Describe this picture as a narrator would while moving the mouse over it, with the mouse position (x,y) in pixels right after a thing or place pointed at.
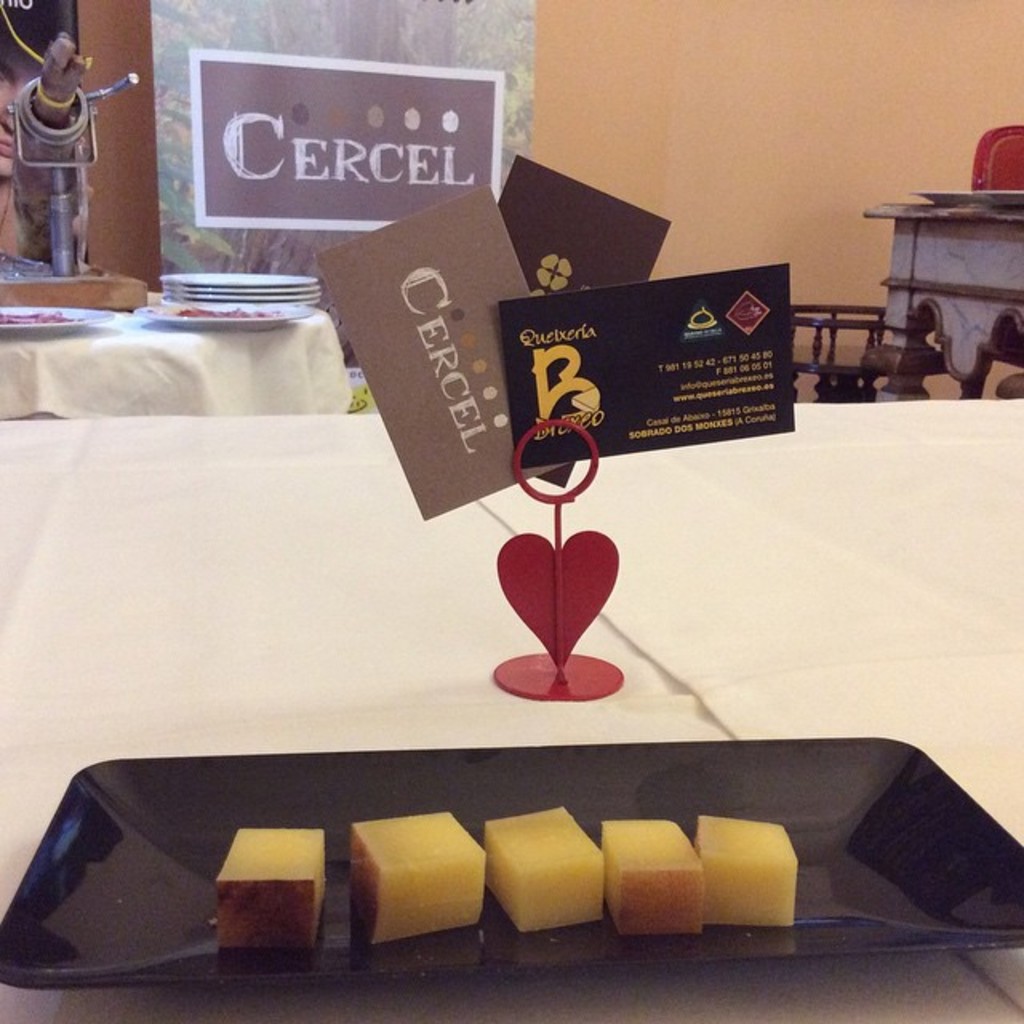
In this picture I can see a food item (644,826) on the plate (405,796), there are cards (485,445) with a stand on the table (305,444), there are plates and some items (70,251) on the another table (324,322), there are banners (265,250) and some other objects (978,353), and in the background (710,79) there is a wall (734,105).
